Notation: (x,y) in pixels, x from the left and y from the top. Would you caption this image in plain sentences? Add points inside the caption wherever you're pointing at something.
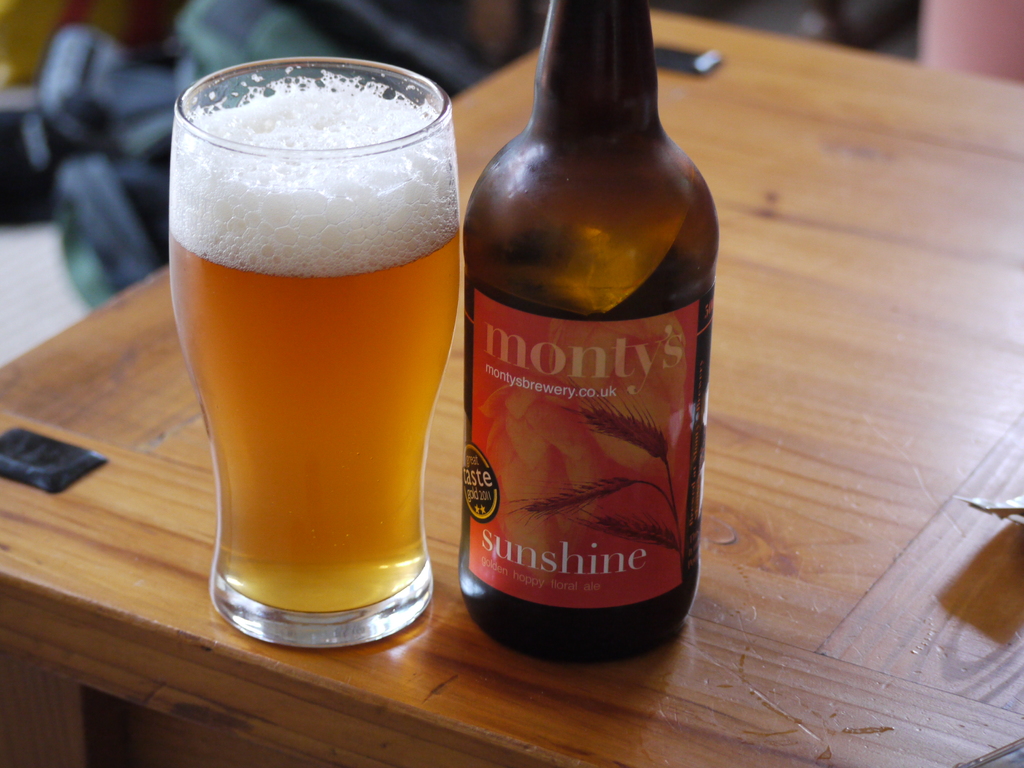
In this image there is a table (453,596) and we can see a bottle (609,541) and a glass (371,519) containing beverage (305,546) placed on the table (159,366).
